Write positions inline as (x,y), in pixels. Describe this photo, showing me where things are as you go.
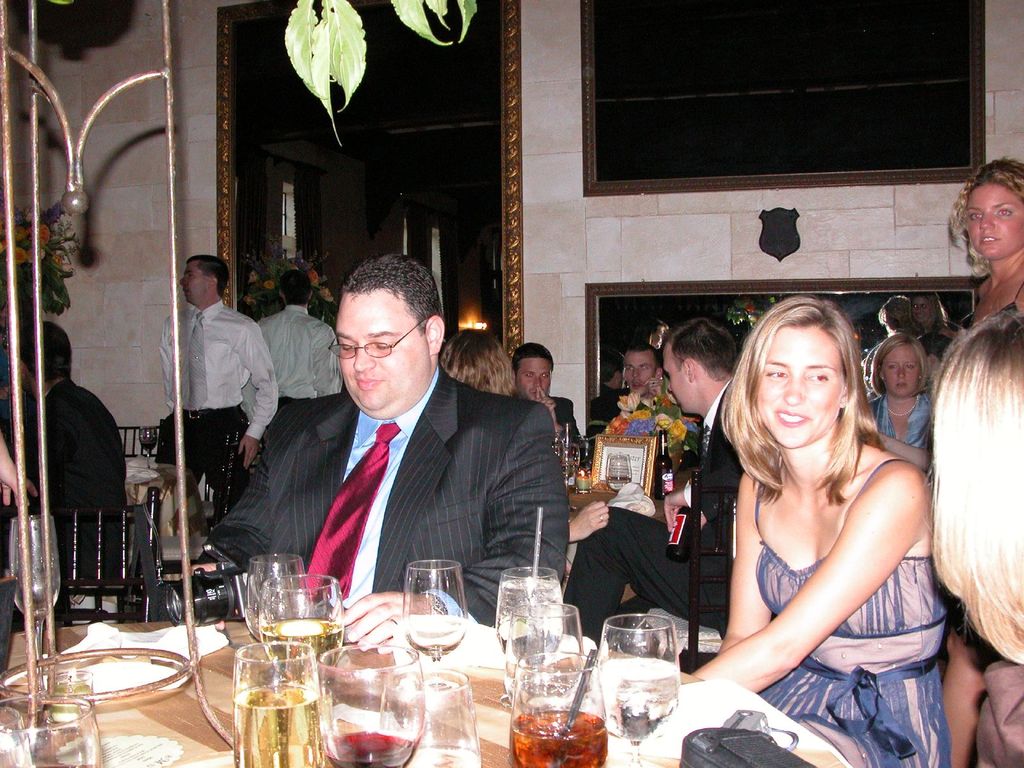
In the foreground (310,767) I can see a group of people (775,548) are sitting on the chairs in front of tables (198,735) on which I can see glasses (430,708) filled with beverages (318,721) and spoons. In the background (204,430), I can see three persons (265,395) are standing on the floor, photo frames (630,449), house plants (672,418), building walls (579,130) and metal rods (19,59). This image is taken may be in a hotel.
